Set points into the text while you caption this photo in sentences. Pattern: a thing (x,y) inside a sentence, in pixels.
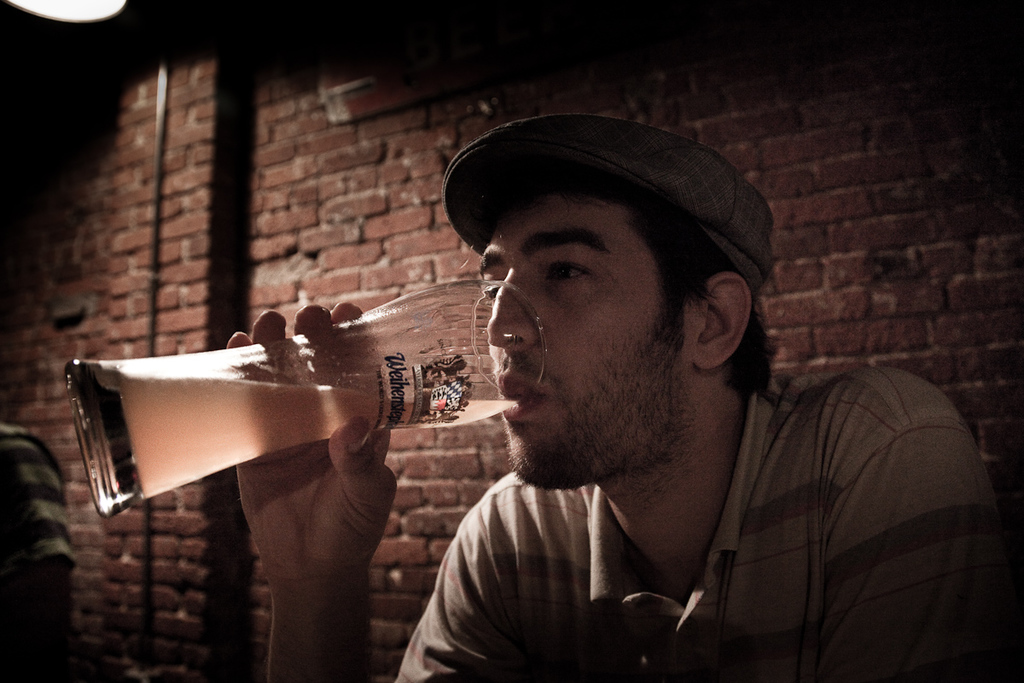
In the foreground of this picture (632,446) we can see a man (526,483) seems to be sitting, wearing t-shirt (574,596), holding a glass (287,397) of drink (190,421) and drinking. In the background (253,205) we can see the brick wall (281,182), light (68,22). In the left corner (11,531) we can see another person (50,570) seems to be sitting on an object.
